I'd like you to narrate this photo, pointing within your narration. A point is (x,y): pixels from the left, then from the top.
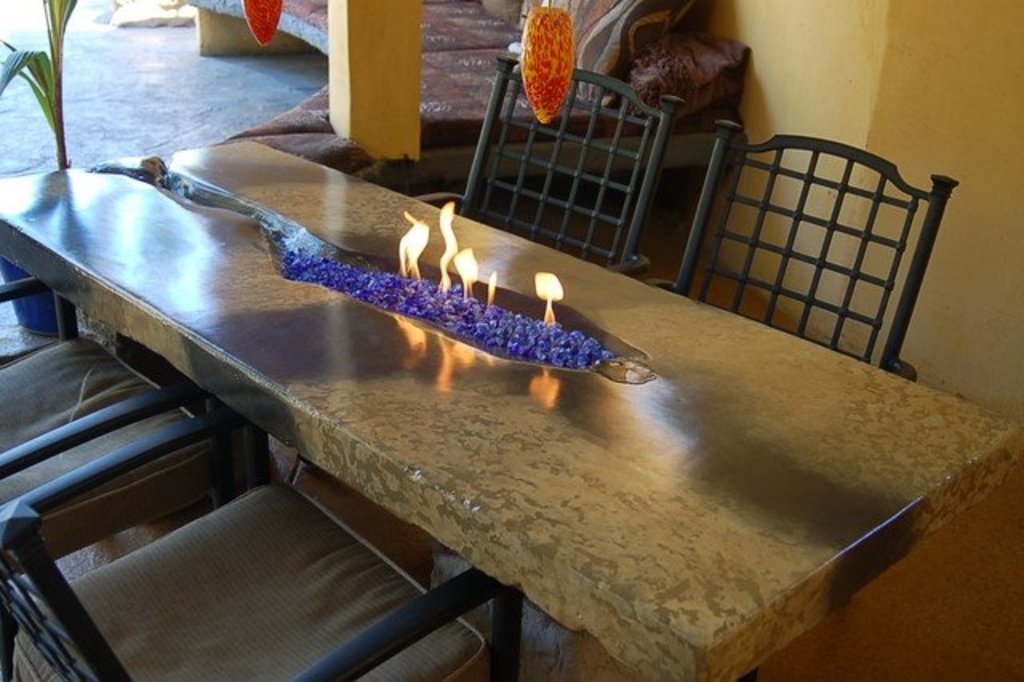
In the picture I can see a table (574,311) which has fire (464,263) in between it and there are two chairs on either sides of it and there is a sofa (462,48) and some other objects (570,14) in the background (486,52).
